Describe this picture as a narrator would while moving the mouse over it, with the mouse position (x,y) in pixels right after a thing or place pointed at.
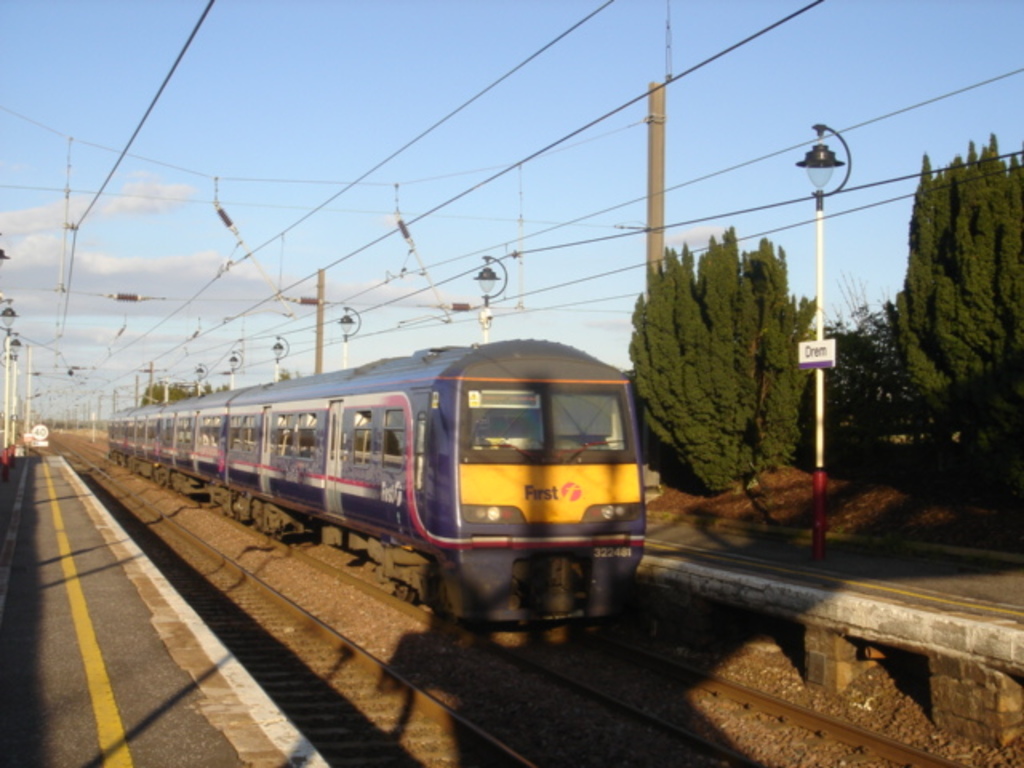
The picture consists of railway tracks (358,656), train (464,559) and platform (713,570). On the right there are trees (800,330) and street light (817,214). In the background (14,388) there are cables (296,298), current poles (322,298) and street lights (13,372). Sky (811,100) is clear and it is sunny.
